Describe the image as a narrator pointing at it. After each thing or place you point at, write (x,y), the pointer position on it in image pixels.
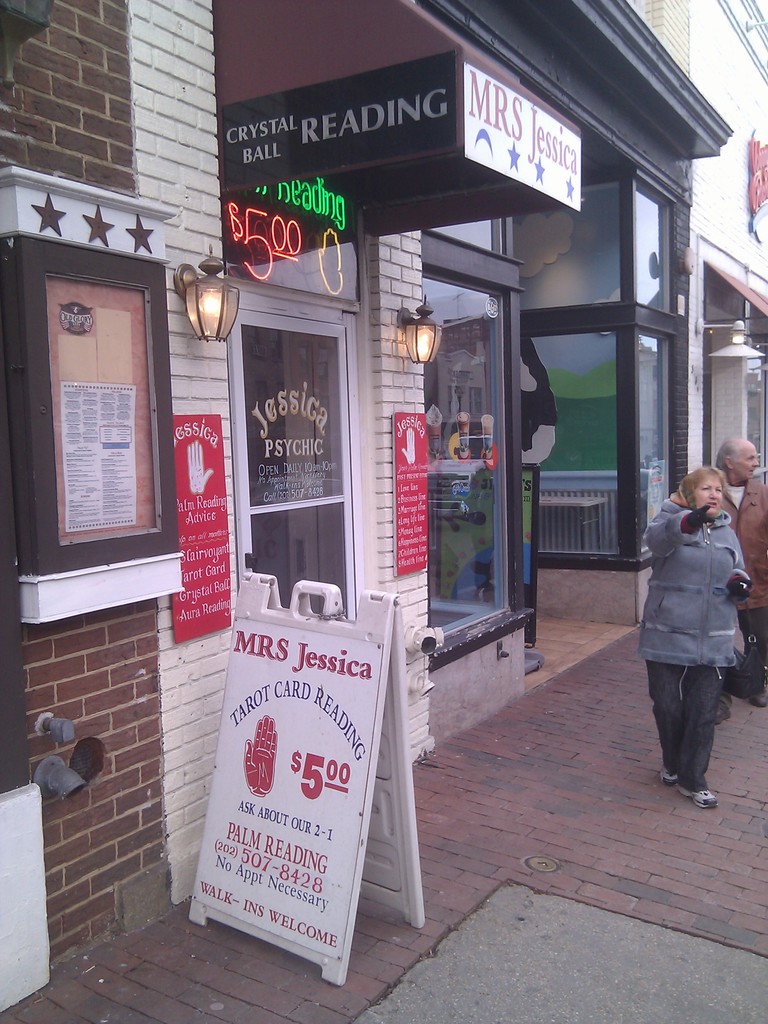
In this image there are buildings (214,722), boards (520,169), some people (733,520), some posters (116,513) and there is a text (218,535) and some objects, at the bottom (427,906) there is a walkway (383,930).
